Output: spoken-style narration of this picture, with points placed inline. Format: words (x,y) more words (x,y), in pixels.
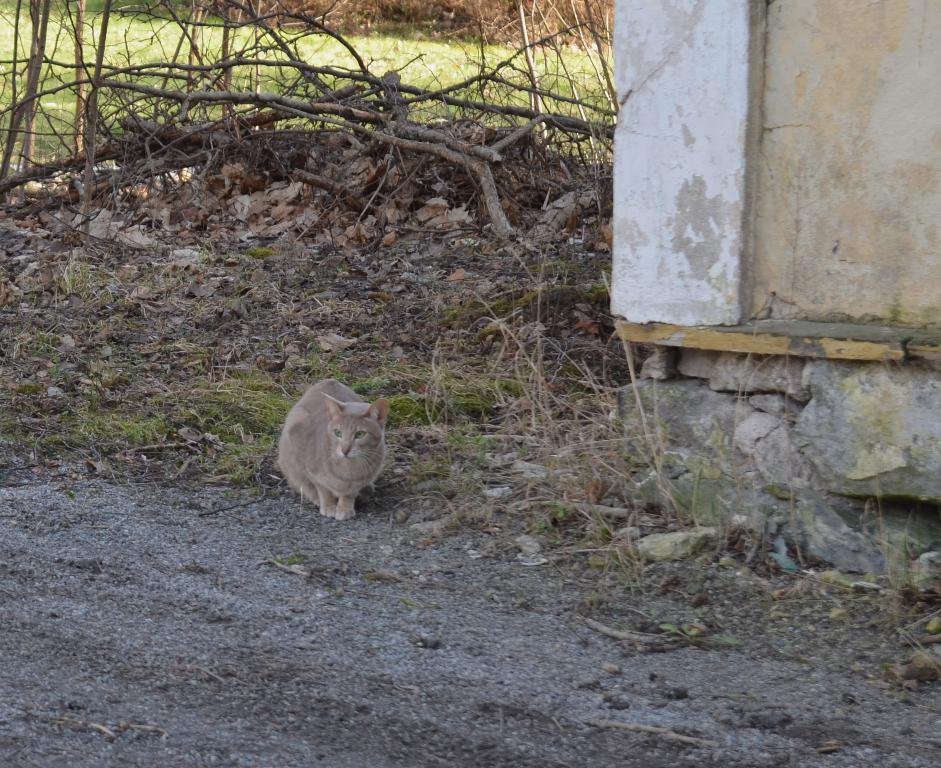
In this picture we can see brown cat (334,444) sitting on the ground (262,328). Behind there are some dry leaves (346,244) and tree branches (379,127). On the right side (791,215) there is a white wall (846,45) and some stones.
